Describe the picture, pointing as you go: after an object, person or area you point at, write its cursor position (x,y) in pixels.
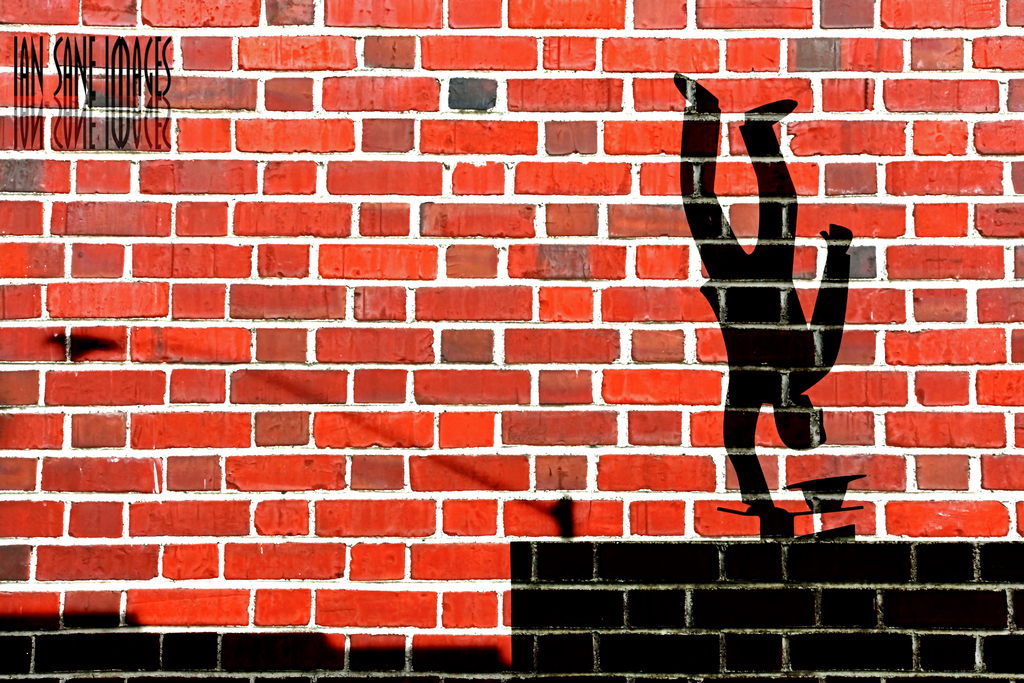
In this picture we can see the brick wall (576,528). On the right (770,111) we can see the painting (766,172) of a person (774,347) who is doing stunt. At the top left corner (16,50) we can see quotation (143,113).
